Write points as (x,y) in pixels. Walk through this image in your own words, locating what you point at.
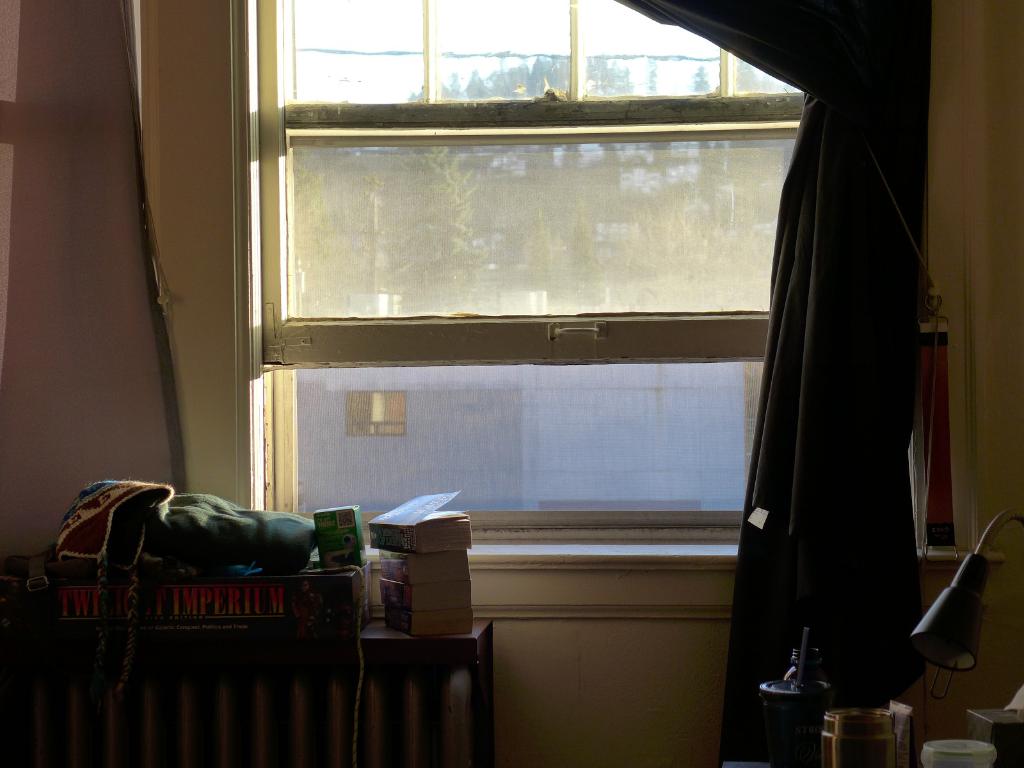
In this image we can see inner view of a room (482,485). In the room (255,484) there are books (387,560), blanket (199,549), backpack (182,549), cardboard cartons (270,609) and pet jars (793,704) placed on the side table (413,646) along with a table lamp (974,616). In the background (804,158) we can see curtain (797,188) to the window (583,261) and trees (542,202) through the window (553,261).
